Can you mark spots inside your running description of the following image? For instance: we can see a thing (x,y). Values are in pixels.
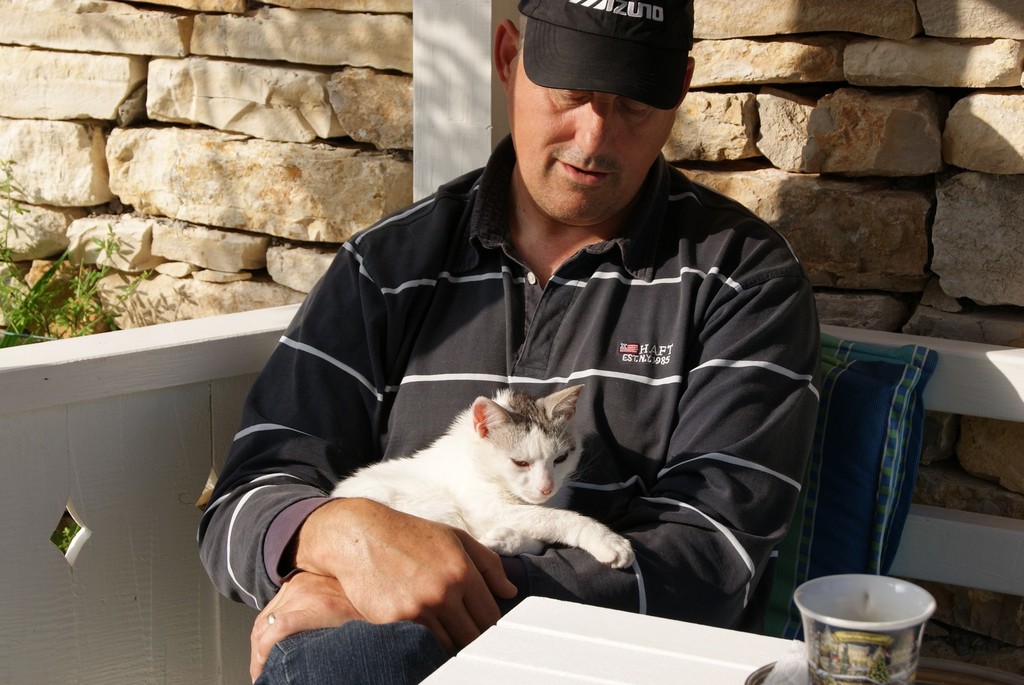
This person (741,424) sitting on the chair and holding cat (507,482). This is cup (832,593). On the background (303,53) we can see wall (203,91). This is plant (85,290).
